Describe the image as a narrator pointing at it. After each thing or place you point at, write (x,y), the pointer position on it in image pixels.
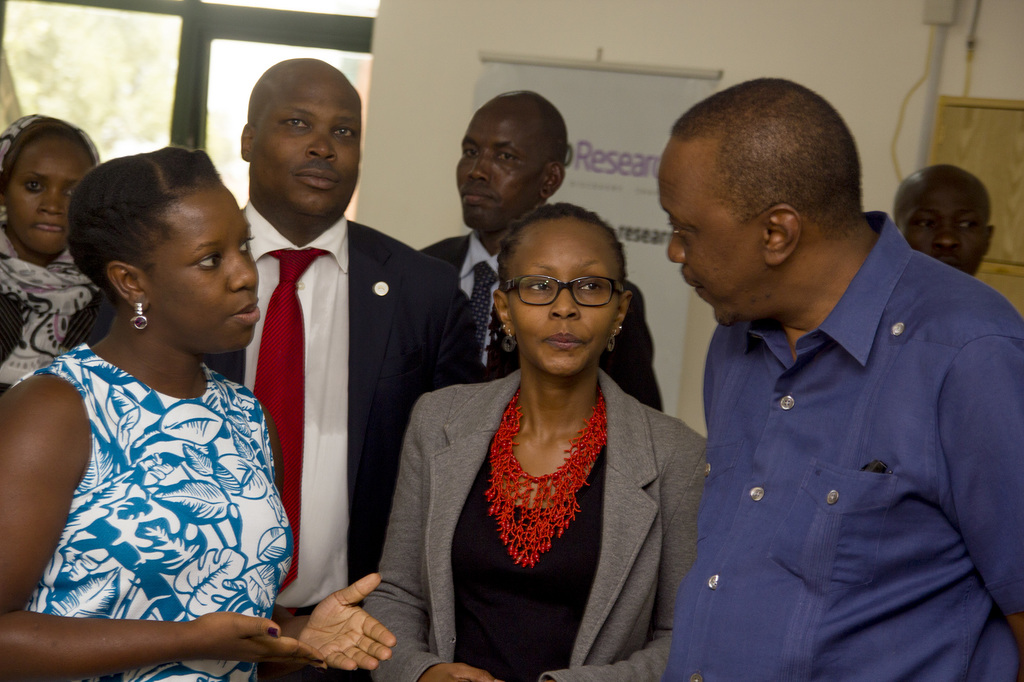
In this picture I can see group of people (451,284) standing, there is a banner (682,80), and in the background (440,10) there is a wall (531,21).
